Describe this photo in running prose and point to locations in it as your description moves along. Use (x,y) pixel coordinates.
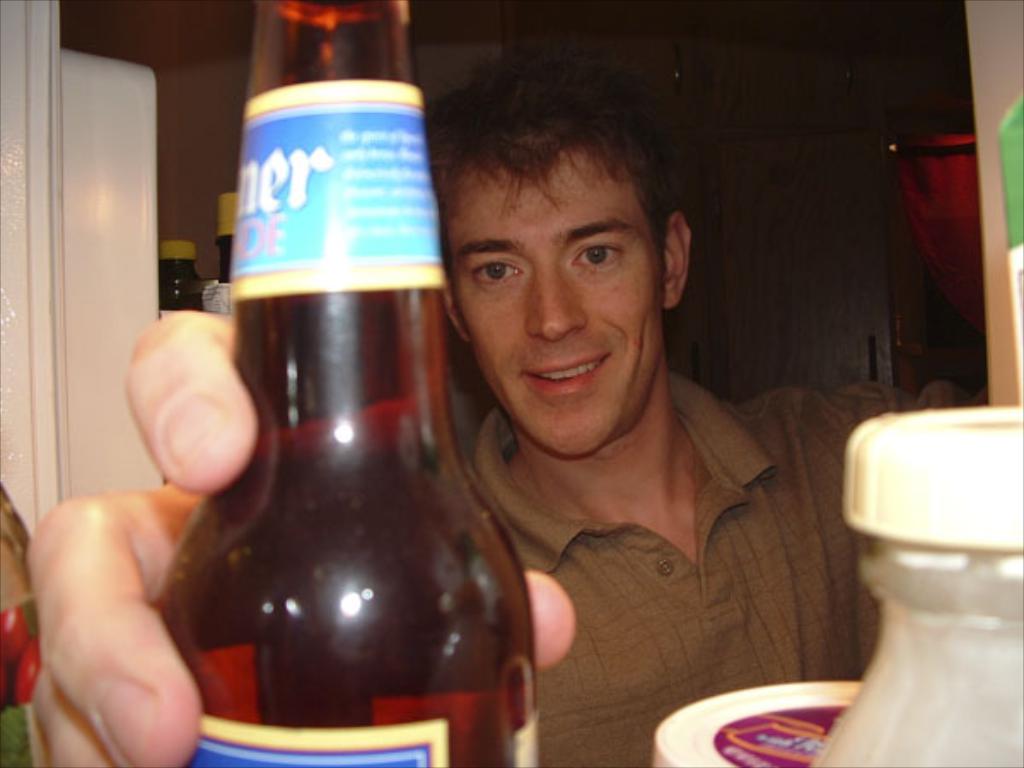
In this picture, we see a man (618,558) wearing green t-shirt (603,643) is holding glass bottle (276,502) in his hands (227,322) and he is smiling. In front of him, we see a plastic bottle (886,625) and on the left corner of the picture (6,117), we see a refrigerator (91,210).
